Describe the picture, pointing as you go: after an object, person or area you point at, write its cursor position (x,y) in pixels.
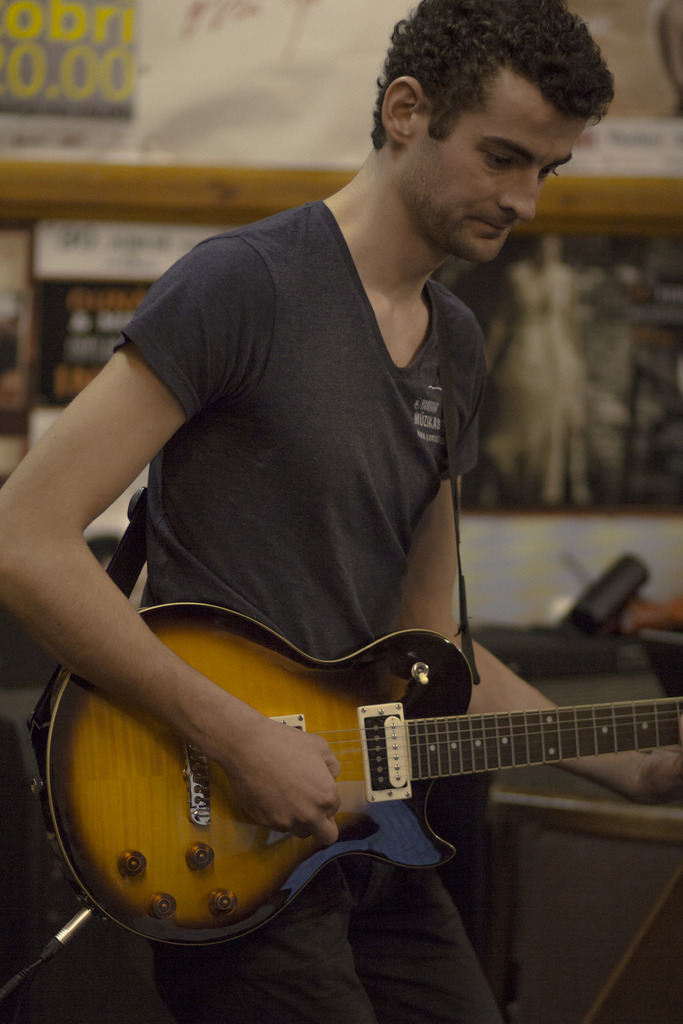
In this image there is a person (302,462) wearing black color shirt (323,447) playing guitar (412,715).
